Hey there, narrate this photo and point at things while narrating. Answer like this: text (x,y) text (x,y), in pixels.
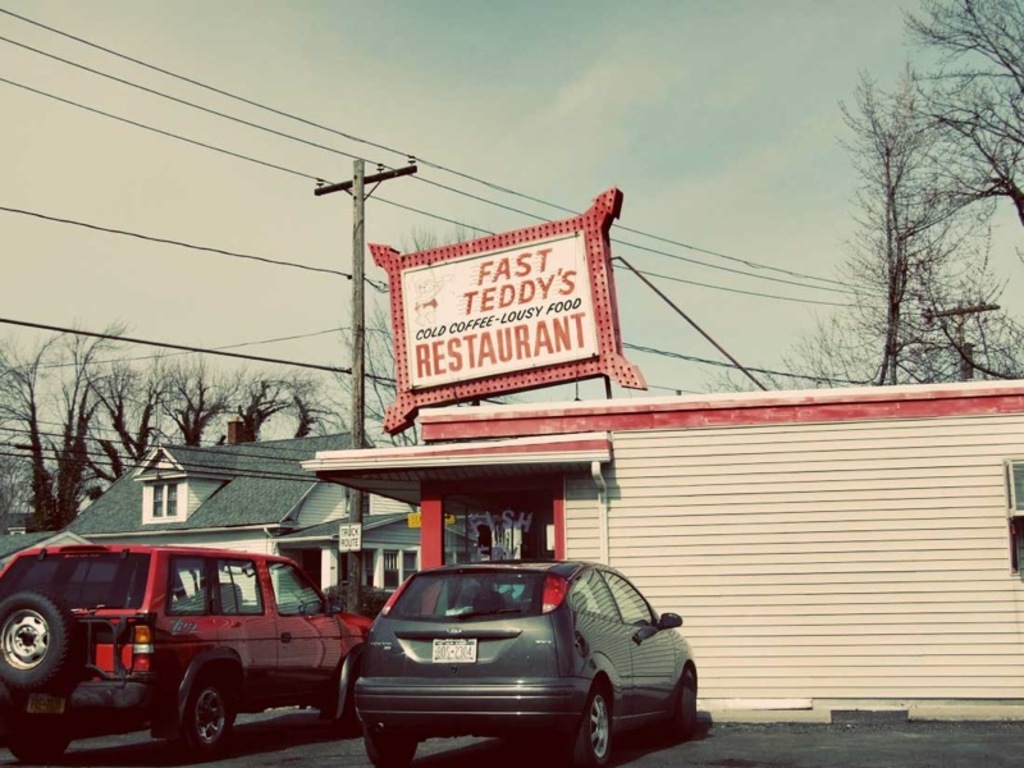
In this picture we can see vehicles (212,564) parked outside a restaurant (498,554) surrounded with trees (890,191), electric pole (327,184) & wires (327,184).
